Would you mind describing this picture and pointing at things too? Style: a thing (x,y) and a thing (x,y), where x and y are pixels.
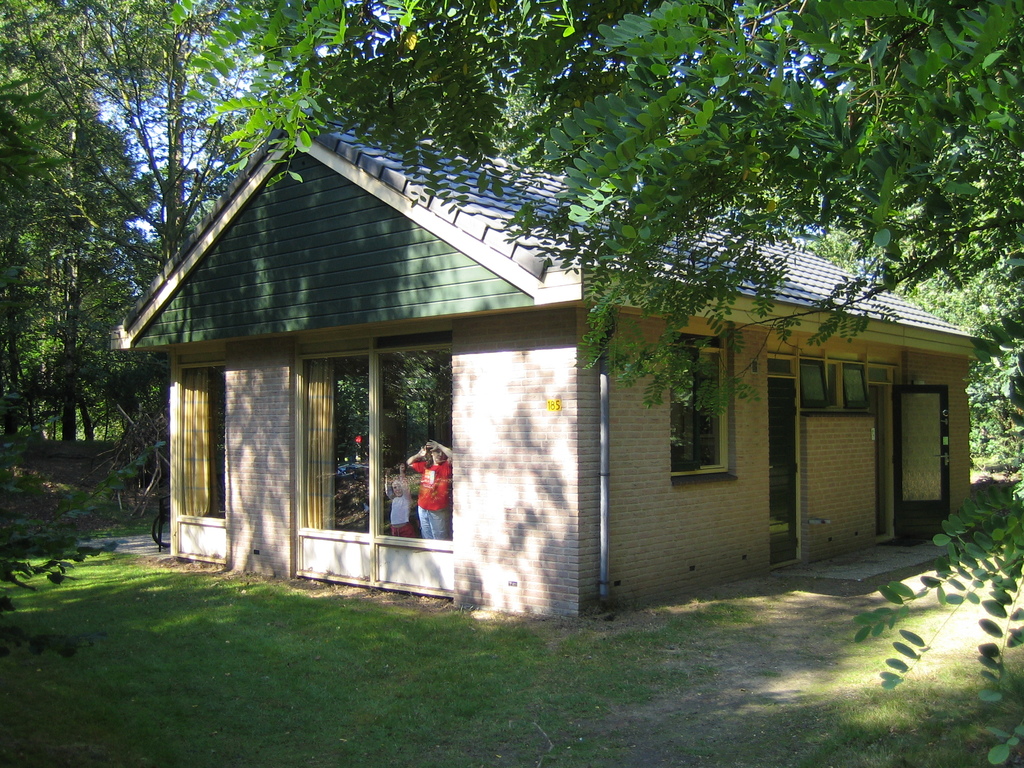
In the foreground of this image (290,573), there is a grass land (184,691), house (380,471) and few trees (567,53). We can also see two persons (427,518) inside the house (289,534) near a glass window (434,388). In the background (124,163), there are trees (74,167) and the sky (158,134).
